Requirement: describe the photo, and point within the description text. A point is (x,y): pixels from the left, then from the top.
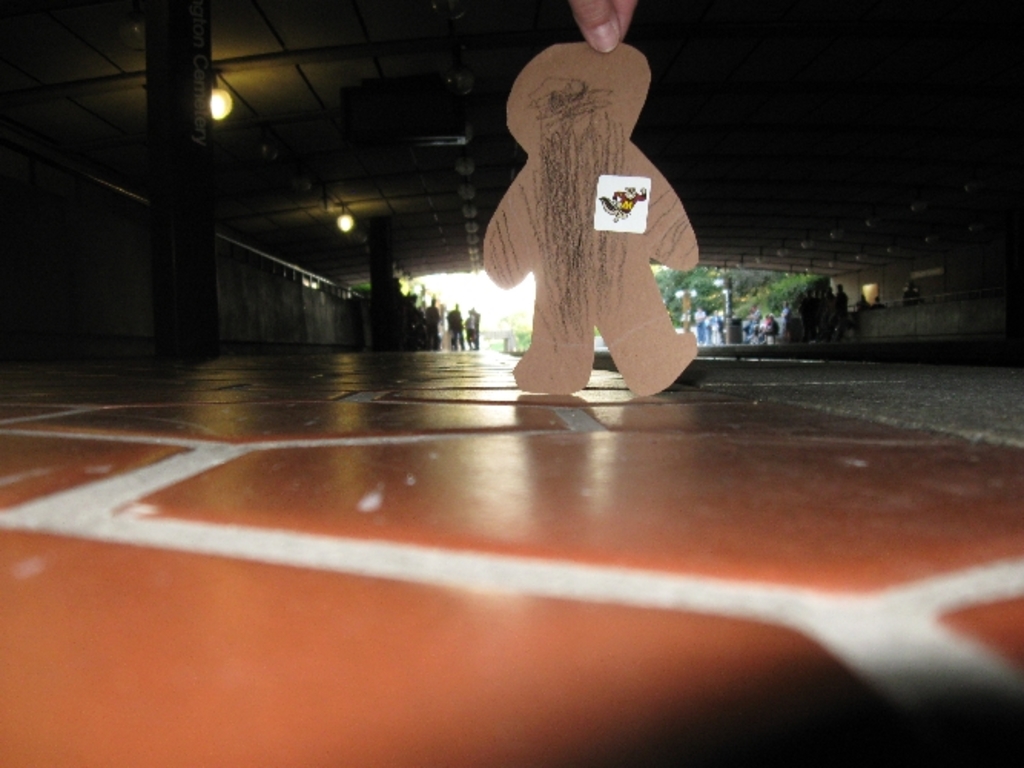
In this image there is a person (615,42) holding a cardboard piece (584,171) which is in the shape of a person, and in the background (797,298) there are lights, group of people (773,320) and trees (780,302).
